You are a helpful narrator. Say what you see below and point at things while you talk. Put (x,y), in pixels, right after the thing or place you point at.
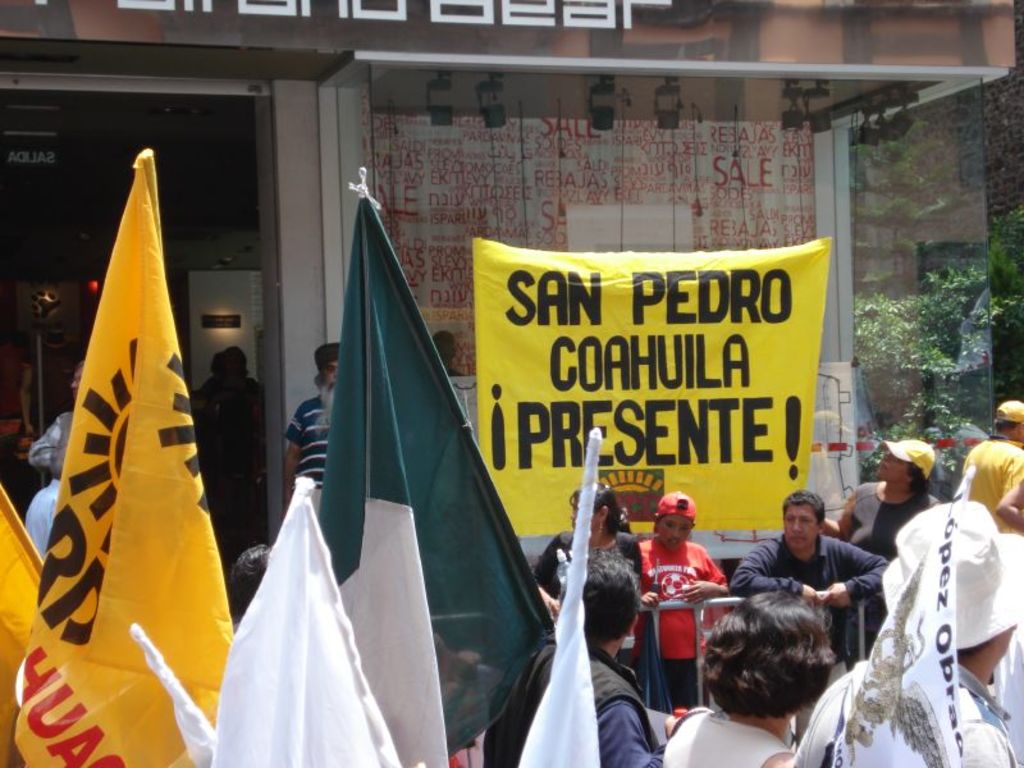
There are groups of people (331,406) standing. This is a banner (619,270) hanging. I can see the flags (273,689) hanging to the poles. This is a building (749,206). I think this is a name board (372,27), which is attached to the building wall (799,44). I can see the trees (910,311). This is a barricade (668,607).
